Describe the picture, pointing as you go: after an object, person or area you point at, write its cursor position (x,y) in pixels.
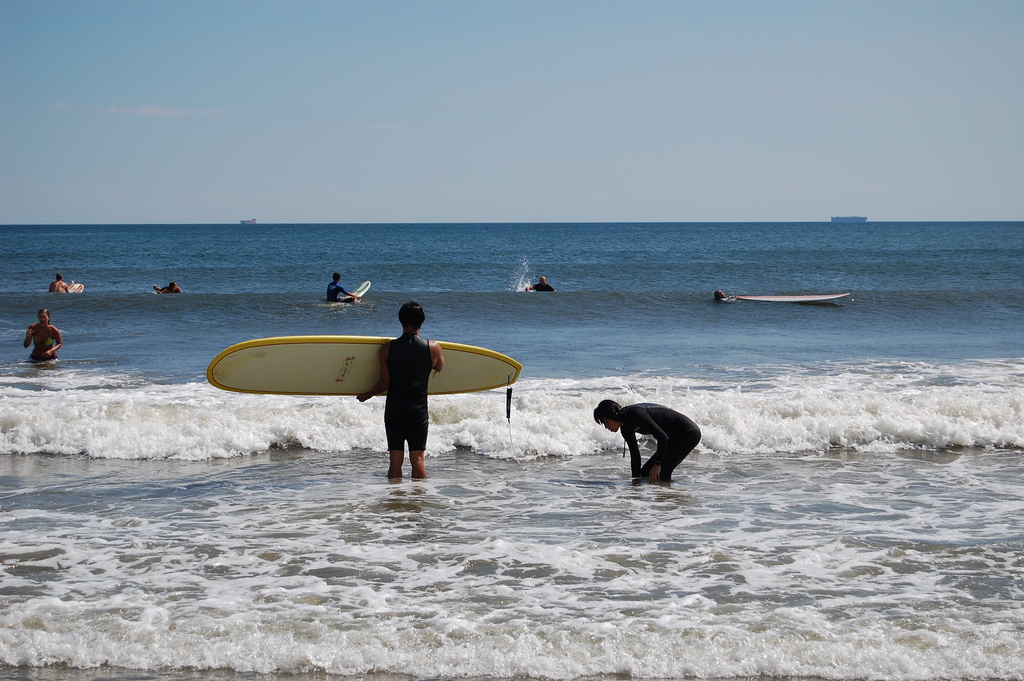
This picture shows a ocean (127,304) where few people (662,424) are standing and a man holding a surf board (365,343) in his hand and few are on the surf board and we see a blue sky (311,157).
